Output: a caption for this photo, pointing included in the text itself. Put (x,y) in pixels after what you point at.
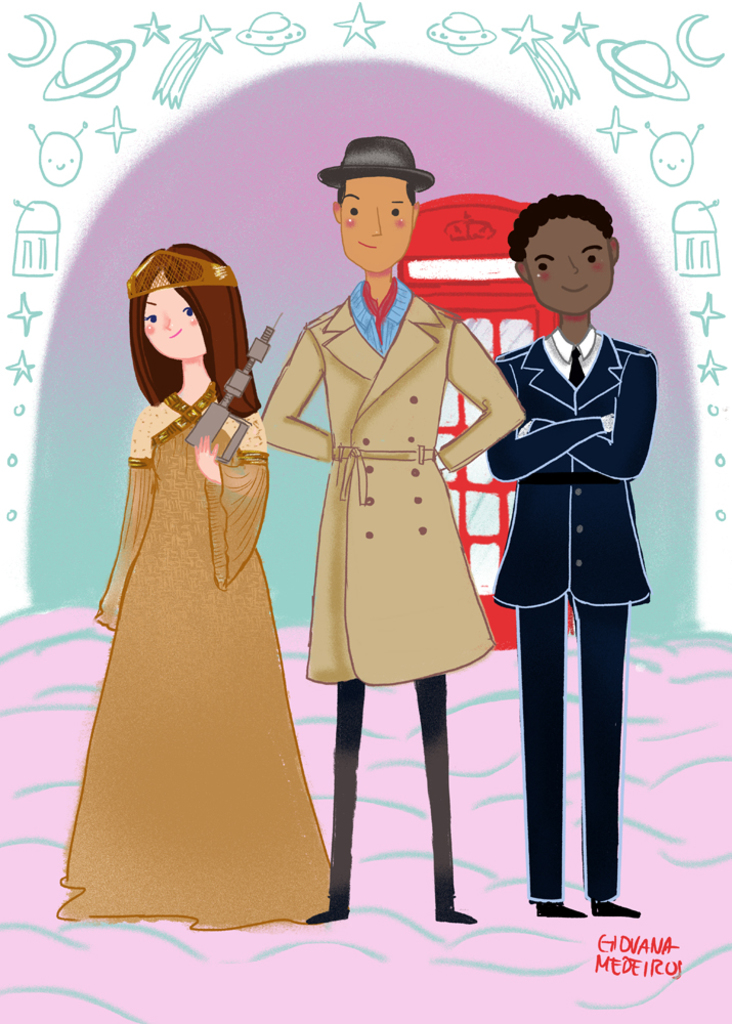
This image is a painting. In this image there are three people (411,568) standing. The lady (196,510) standing on the left (230,448) is holding an object (245,431). In the background (498,205) there is a booth (478,309) and we can see some drawings (12,465).
